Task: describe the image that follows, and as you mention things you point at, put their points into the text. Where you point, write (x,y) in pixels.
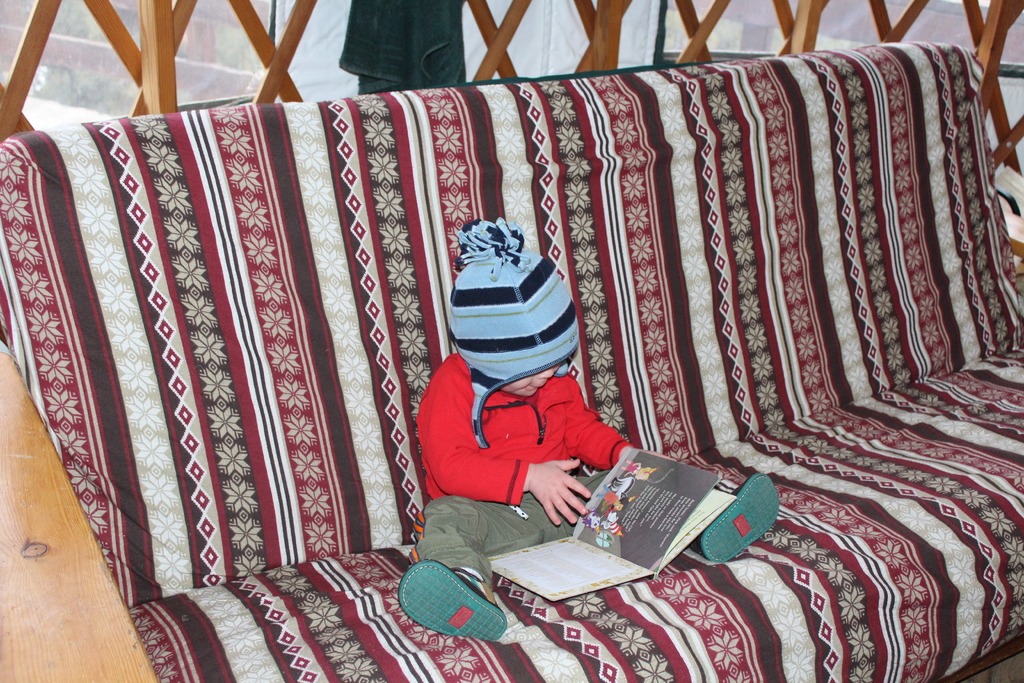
In this picture there is a couch (913,416), on the couch (586,615) there is a kid (416,555) sitting, holding a book (597,520). At the top (150,77) there are grills (686,47).
